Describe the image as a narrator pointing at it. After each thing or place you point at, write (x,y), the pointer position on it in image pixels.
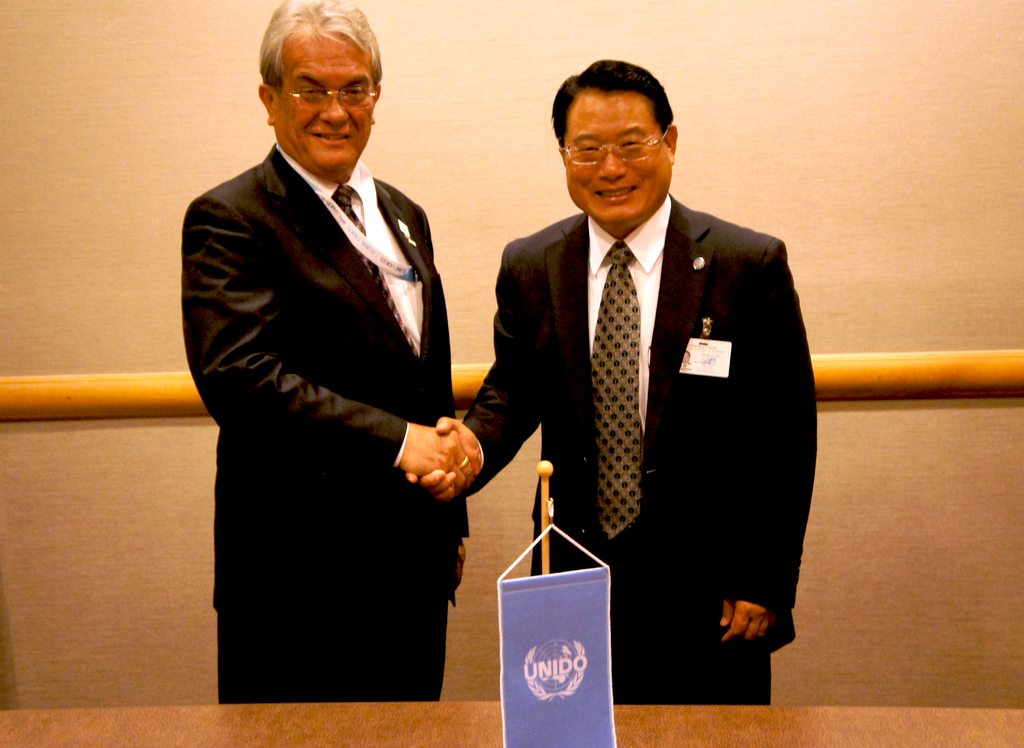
In this image in the center (363,372) there are two persons (313,335) who are standing and they are shaking hands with each other, in the background (31,250) there is a wall (181,492) and pipe (62,408). At the bottom (514,669) there is one board (506,708) and table (489,723).
